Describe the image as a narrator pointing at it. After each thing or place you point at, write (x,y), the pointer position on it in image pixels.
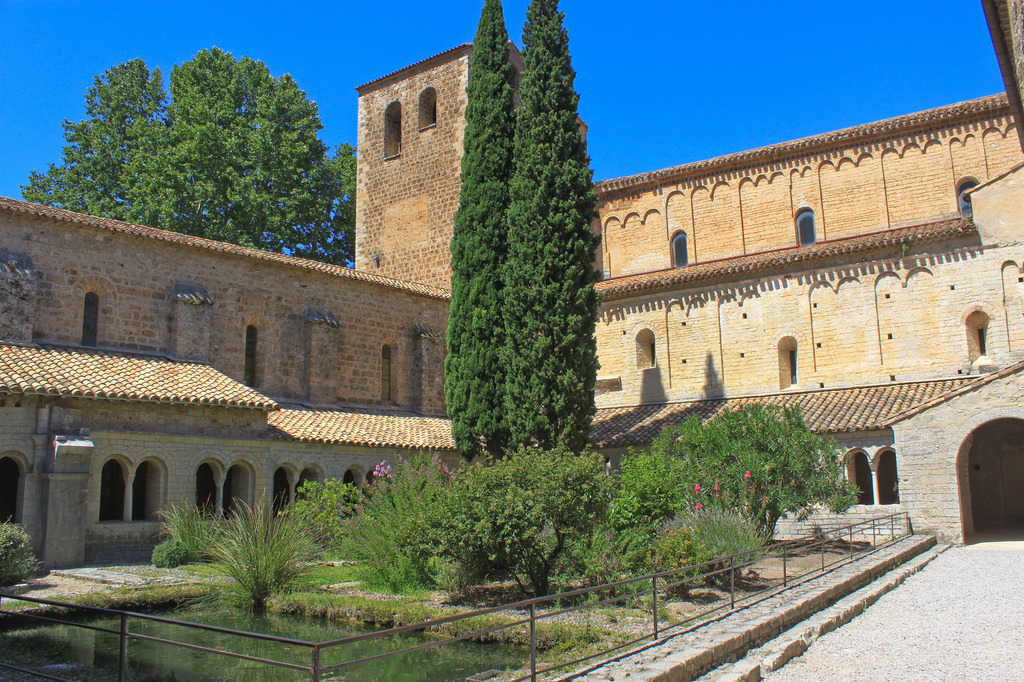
In this image we can see buildings (866,212), trees (510,417), plants (449,485), pond (250,616), pavements (649,676), railings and sky (304,64).
